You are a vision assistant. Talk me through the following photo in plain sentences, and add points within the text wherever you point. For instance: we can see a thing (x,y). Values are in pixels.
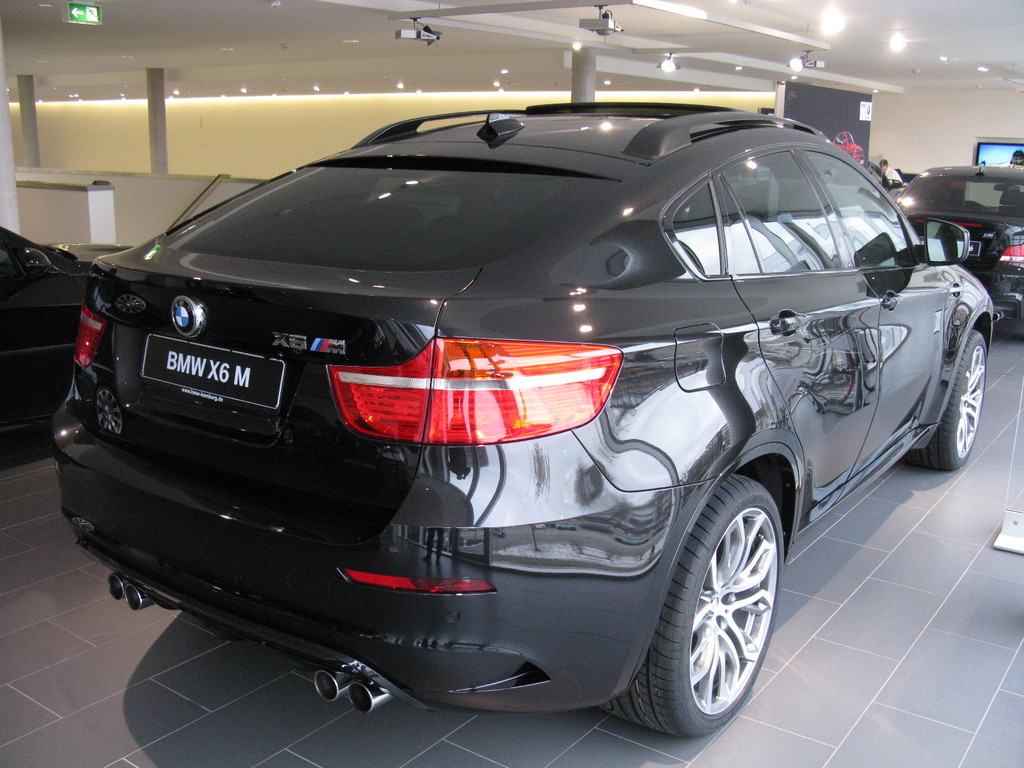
In the picture we can see a car (548,613) parked on the floor (867,613), which is black in color and beside it, we can see another car (32,304) and in front of it, also we can see another car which are black and in the background (614,6) we can see some pillars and a ceiling (298,17) with some lights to it.
